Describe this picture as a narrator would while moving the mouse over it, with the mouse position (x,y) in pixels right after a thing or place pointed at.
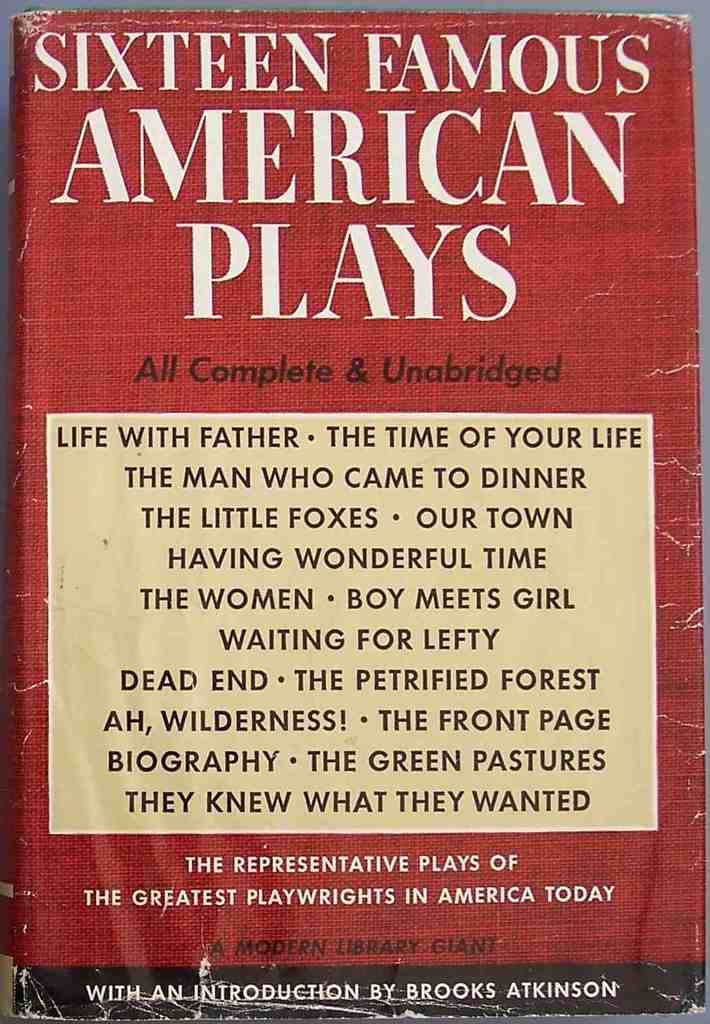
this image is a front view of one text book (170,319) with some text (294,174) written on it.
